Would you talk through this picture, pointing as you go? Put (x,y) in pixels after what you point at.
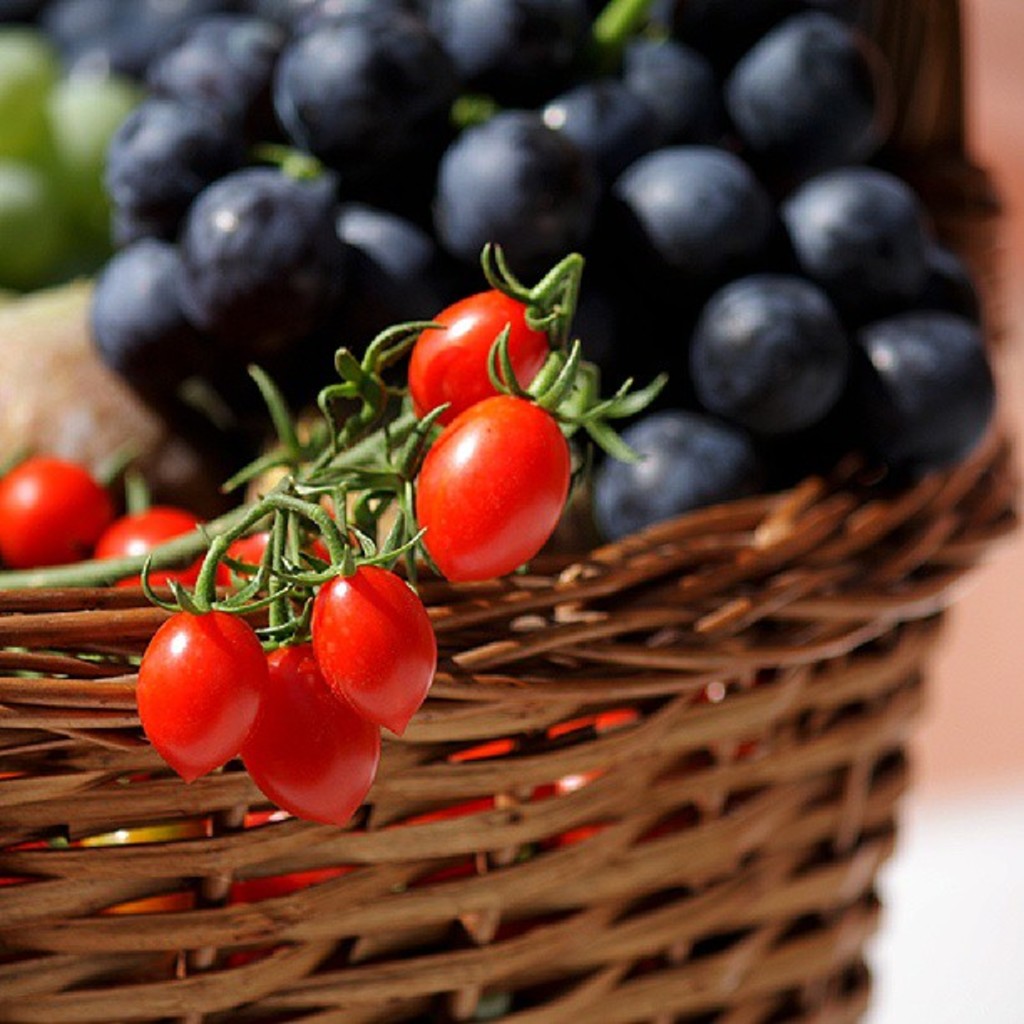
In this in front (274,792) cherry tomatoes (446,495), and grapes (14,66) in a basket (483,714).
